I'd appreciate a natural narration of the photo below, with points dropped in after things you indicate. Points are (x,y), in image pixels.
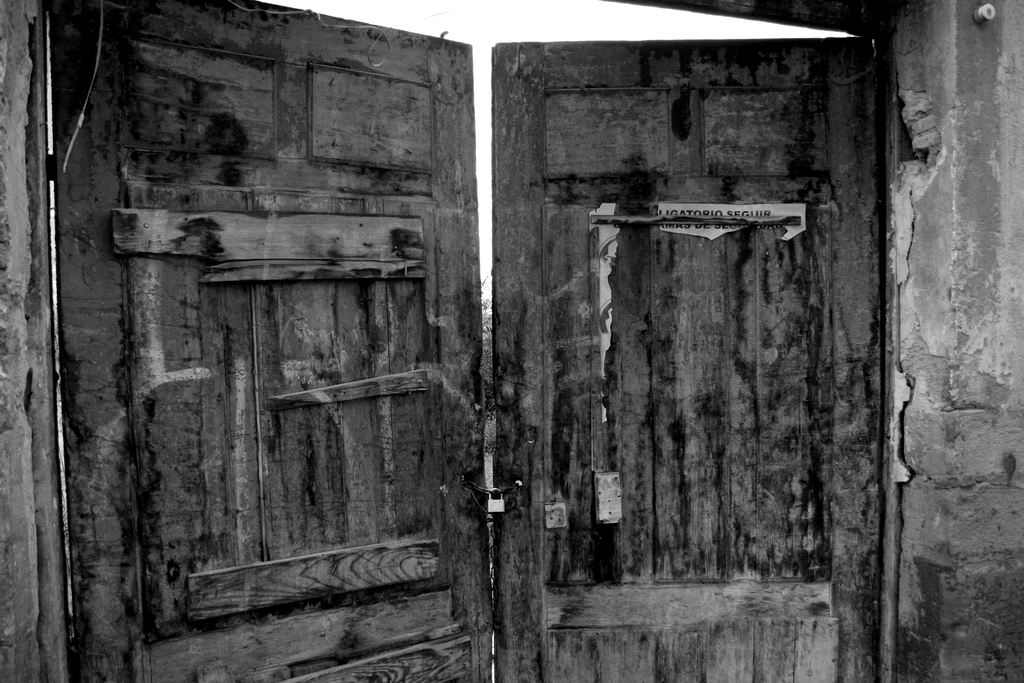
In this picture we can observe wooden doors (469,335) here. There is a lock (494,507). In the right side (924,275) we can observe a wall (953,446). In the background (537,40) there is a sky (537,40).
